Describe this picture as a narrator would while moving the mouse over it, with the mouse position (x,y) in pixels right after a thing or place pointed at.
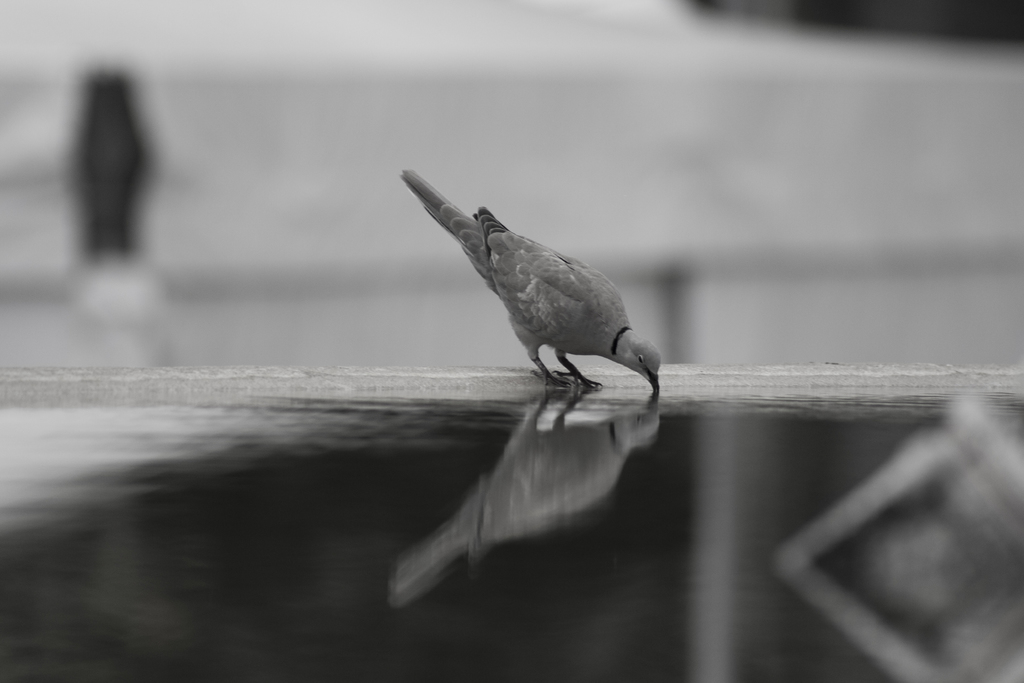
In this image we can see a black and white picture of a bird (580,379) and in the foreground (536,481) we can see the water (637,481).
